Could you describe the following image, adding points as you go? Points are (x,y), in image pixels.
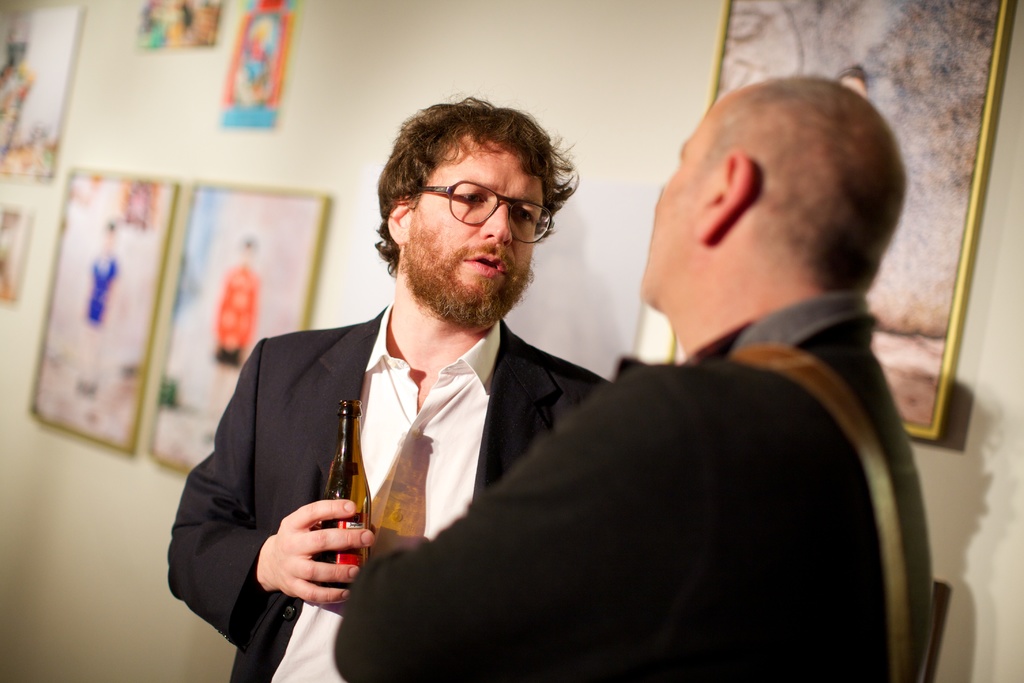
In this image there are 2 persons (232,601) standing, and in back ground (61,131) there is a frame (912,45) attached to a wall (980,457).
